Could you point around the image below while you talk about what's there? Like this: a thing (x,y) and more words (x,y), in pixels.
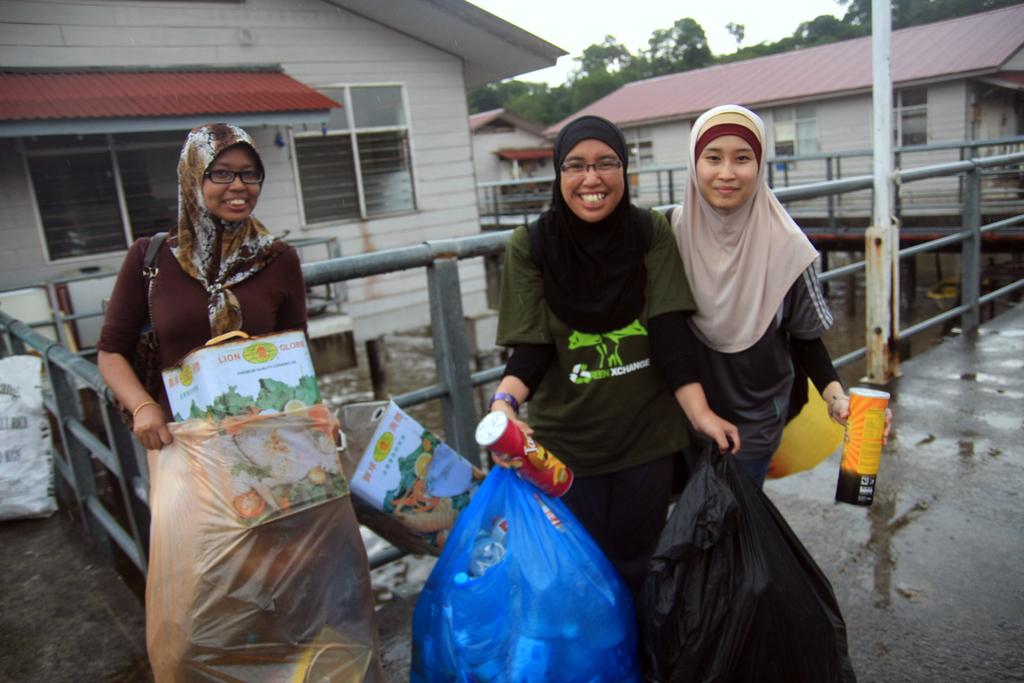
In this picture we can see three women (202,172) smiling on the floor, plastic bags (478,598), bottles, boxes (213,400), spectacles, railings (443,353), water (432,368), trees (573,90), buildings (681,171) with windows (326,205) and some objects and in the background (555,30) we can see the sky (576,17).
